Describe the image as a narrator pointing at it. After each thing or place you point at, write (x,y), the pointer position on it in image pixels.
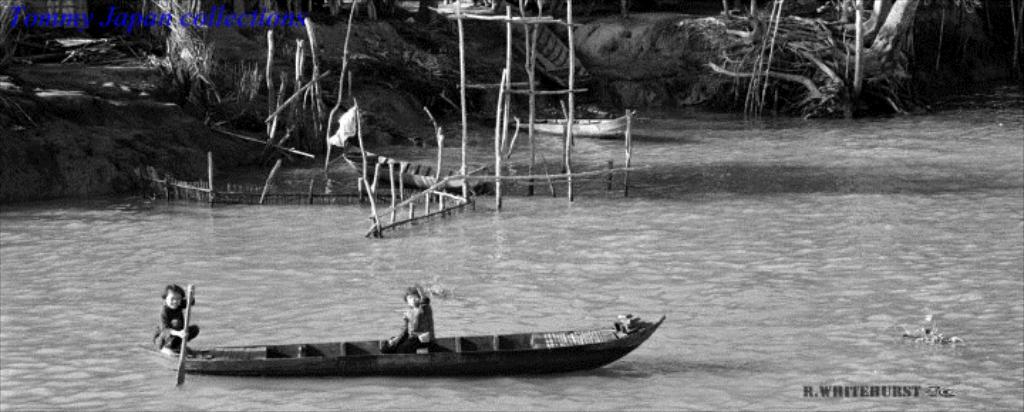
In the foreground of this picture (284,353), there are two boys (393,339) in canoe (545,352) in the water (683,371). In the background (518,156), there are sticks (816,26), canoe (600,123), trees (882,43) and the water (815,149).
